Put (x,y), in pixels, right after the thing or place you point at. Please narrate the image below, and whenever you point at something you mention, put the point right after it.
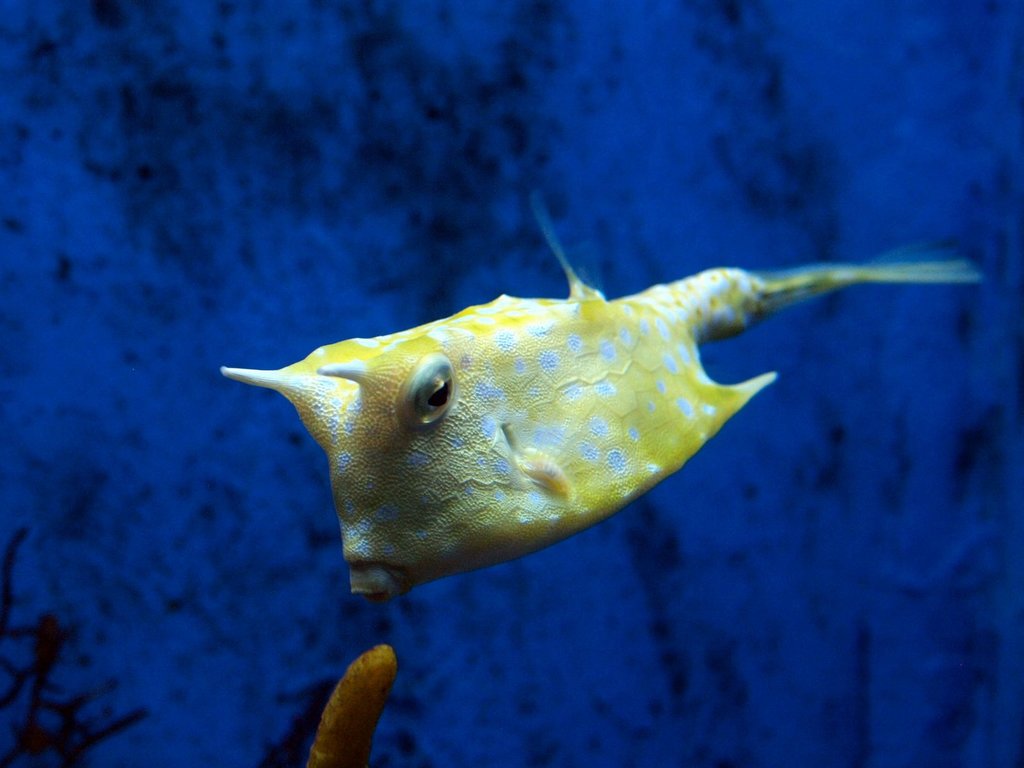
Here I can see a yellow color fish (479,384) in the water (426,282). The background (278,510) is in blue color.
